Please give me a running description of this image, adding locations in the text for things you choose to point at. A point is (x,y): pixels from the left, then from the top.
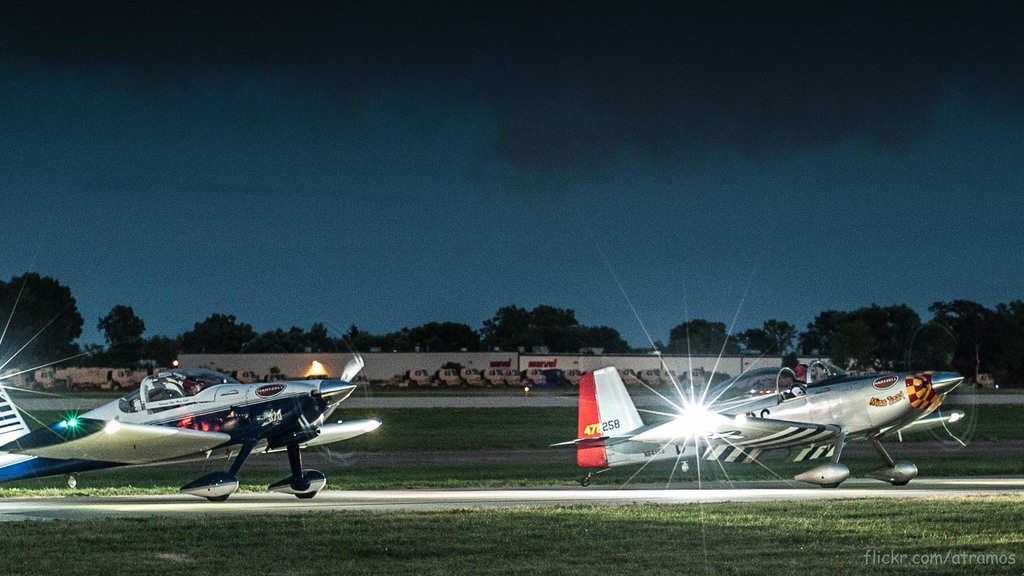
In this image, we can see two plane (173,408) and two people (189,383) are sitting inside the plane (185,422) in the middle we can see some trees (233,343) and in the background (942,191) we can see the sky (441,233).
